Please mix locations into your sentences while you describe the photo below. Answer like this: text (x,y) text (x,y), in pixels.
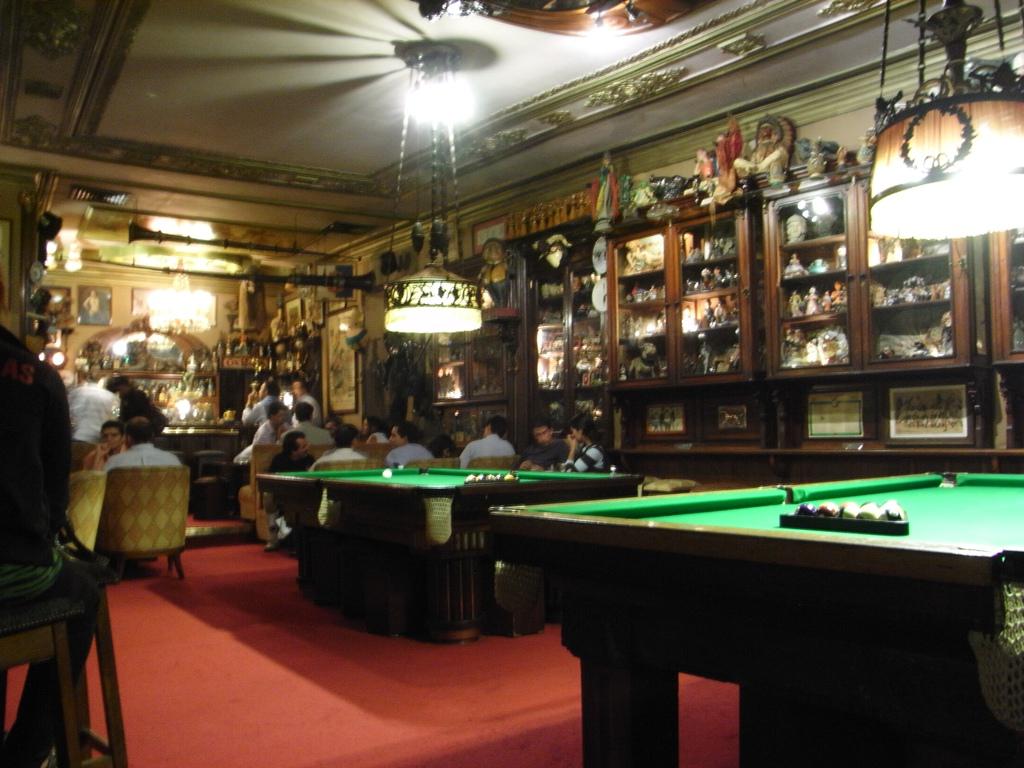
There is a room (342,391). There is a group of people (341,436). They are sitting on a chairs (475,462). We can see in background (578,283) lights (415,313), cupboard (866,297) and roof (599,124).
